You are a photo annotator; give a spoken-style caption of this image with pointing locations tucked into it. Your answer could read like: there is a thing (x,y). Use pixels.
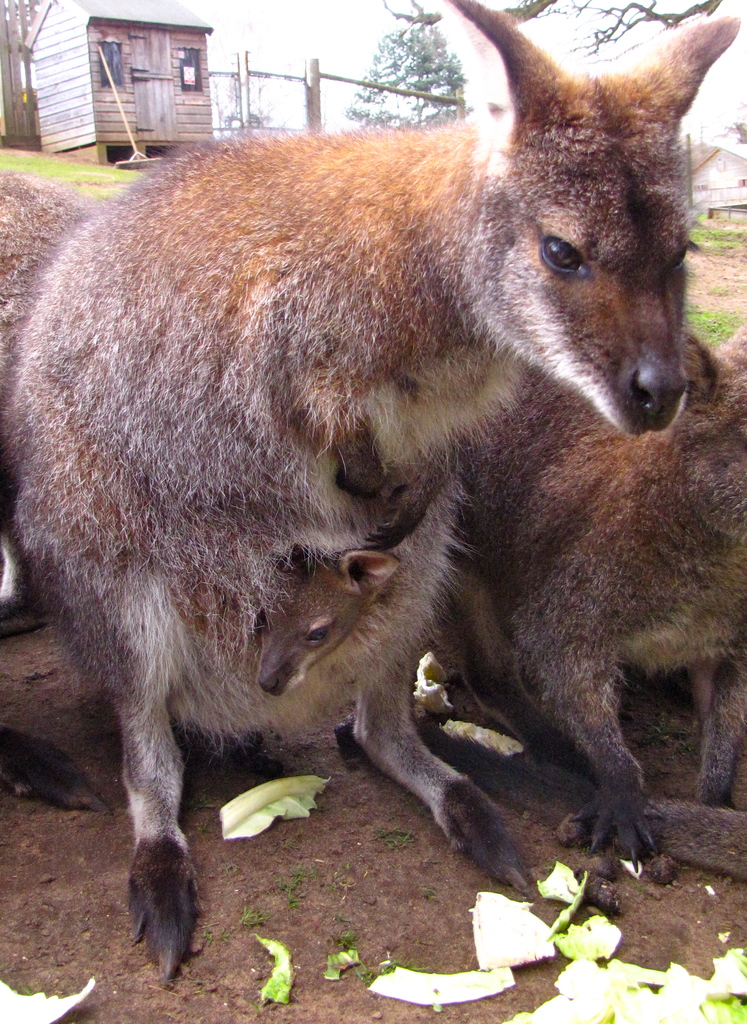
In this image there are animals (721,652). In the background (201,133) there is a shed (172,129) and we can see trees (653,10). There is sky (350,28). At the bottom (647,1003) we can see some vegetables (638,995).
